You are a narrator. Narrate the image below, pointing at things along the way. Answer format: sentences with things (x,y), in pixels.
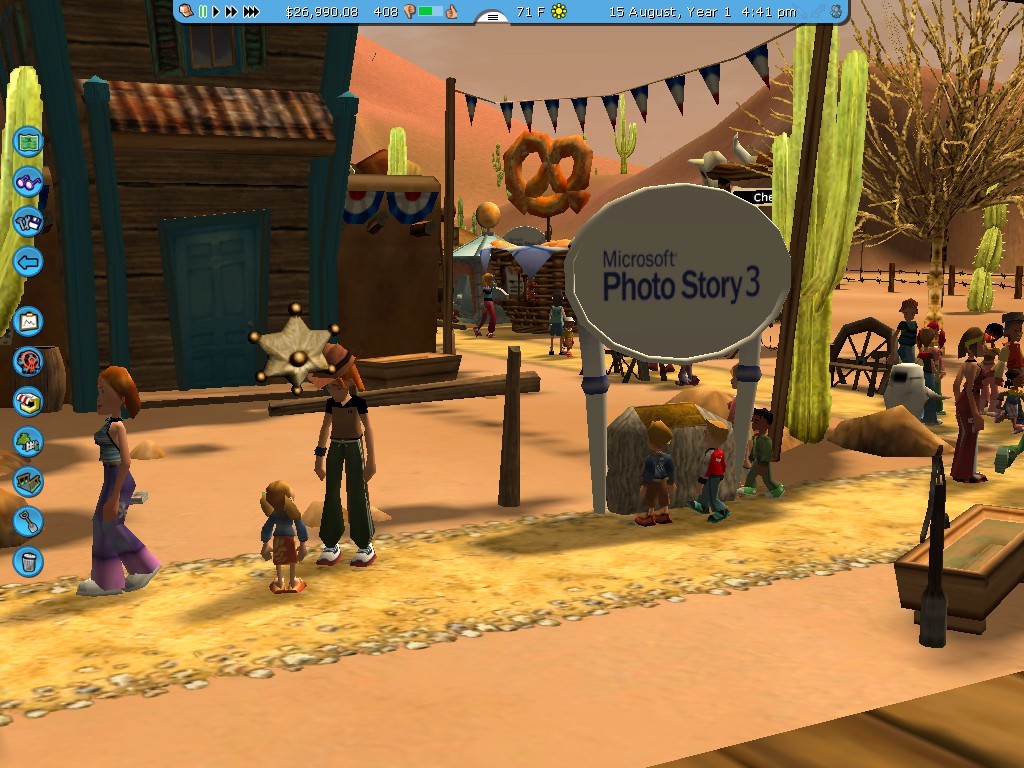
This is an animated image where we can see the animation of people (355,479), trees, houses (547,315), boards (731,343), a few more objects (972,586), hills (856,257) and the wire fence (1017,272) in the background (1006,280).
